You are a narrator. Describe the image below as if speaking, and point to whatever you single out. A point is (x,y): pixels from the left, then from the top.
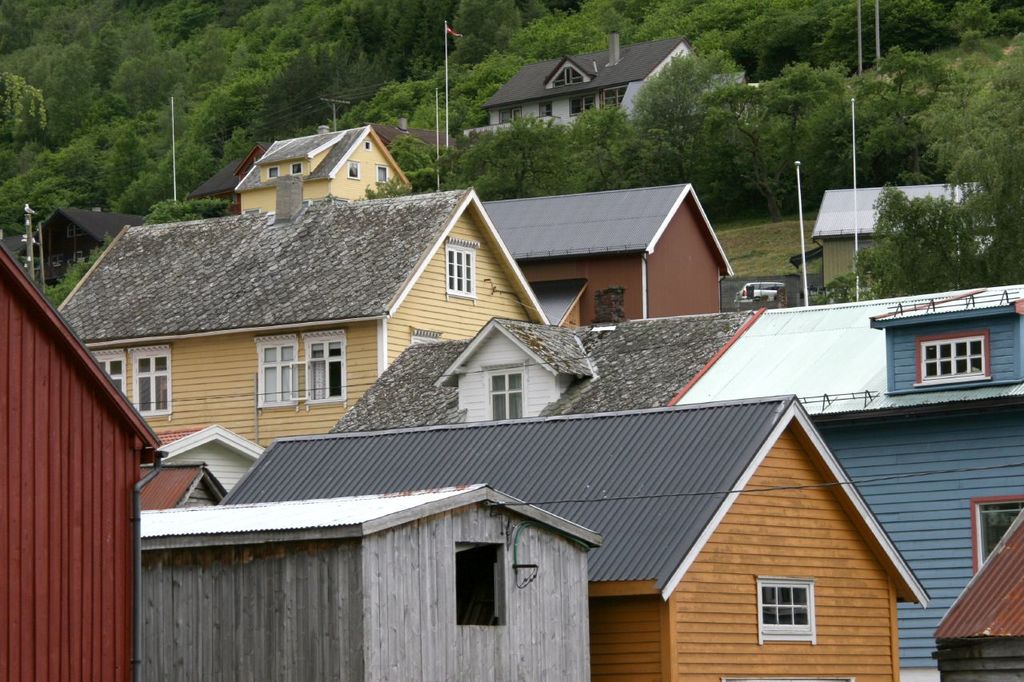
In this picture I can see number of buildings (433,225) in the front (350,223) and in the background (41,232) I can see the poles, wires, few more buildings (284,158) and the trees (398,83).
